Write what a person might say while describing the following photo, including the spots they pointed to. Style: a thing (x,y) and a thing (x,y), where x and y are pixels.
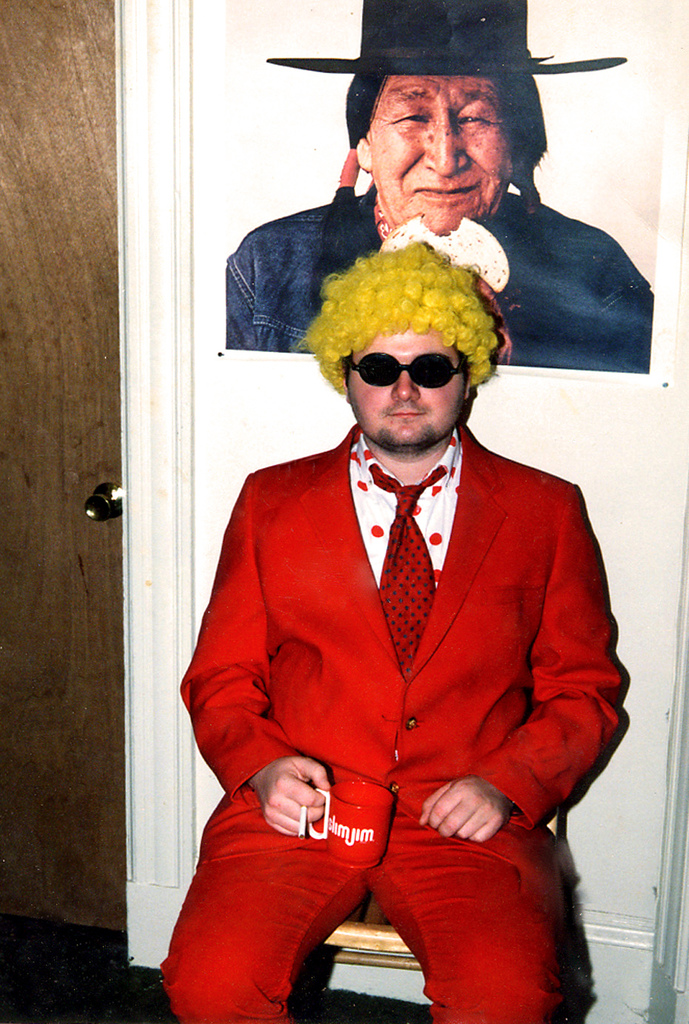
In this picture I can see a man (525,885) is sitting, he wore red color coat (436,773), trouser (259,911), tie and a white color shirt (434,559). He is holding a red color cup (346,816), behind him there is the door (99,539) and there is an image (469,218) of a person (442,194) wore black color hat (446,55), coat (517,230).
